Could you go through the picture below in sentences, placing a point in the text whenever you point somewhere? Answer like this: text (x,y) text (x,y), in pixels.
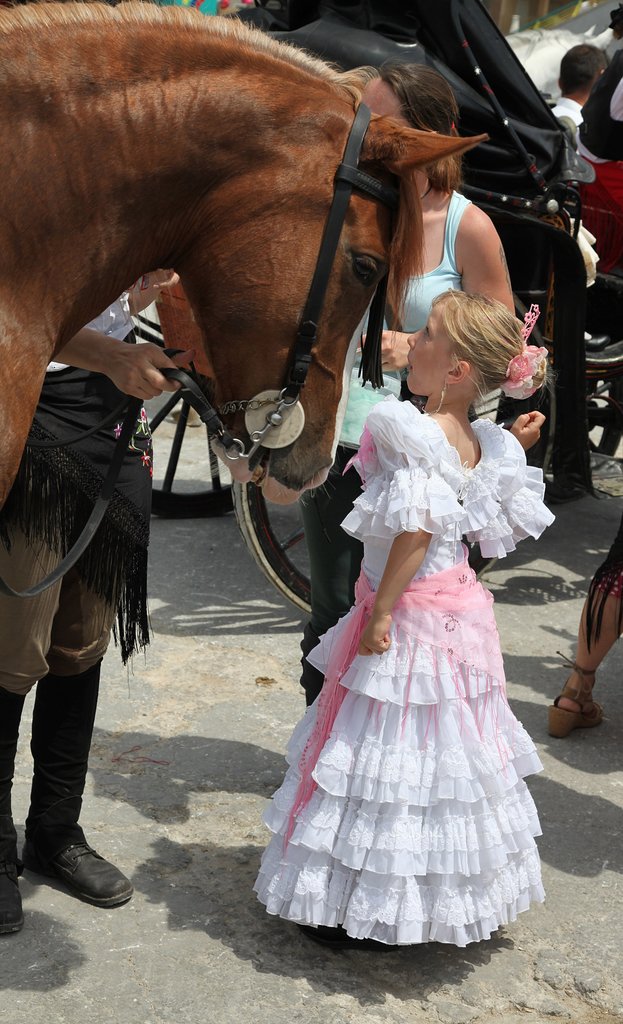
In this image in the foreground (224,197) there is one horse (134,264) and two people (449,272), and one girl (406,481) standing. At the bottom (195,882) there is walkway (576,637) and in the background (524,282) there are some vehicles (536,176), and some people (578,122) and some objects (556,371).
